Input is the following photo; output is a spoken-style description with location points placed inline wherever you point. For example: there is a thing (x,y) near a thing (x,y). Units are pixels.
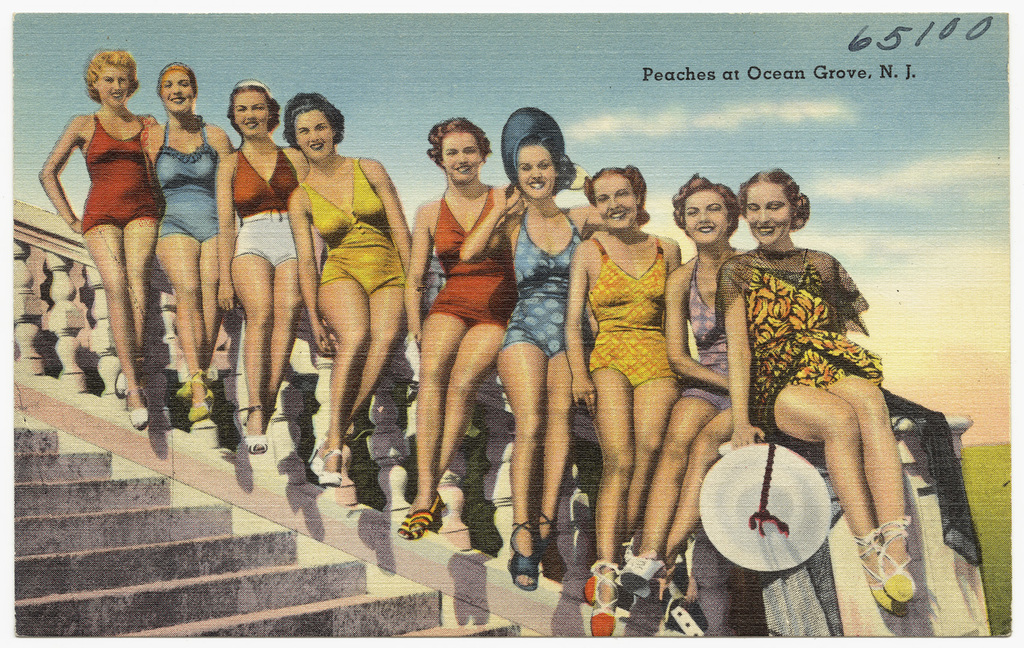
In this picture I can observe women (502,241) sitting on the railing (156,355). On the top right side (945,35) I can observe some text (761,70). In the background (633,107) there are some clouds (681,111) in the sky (647,126).
